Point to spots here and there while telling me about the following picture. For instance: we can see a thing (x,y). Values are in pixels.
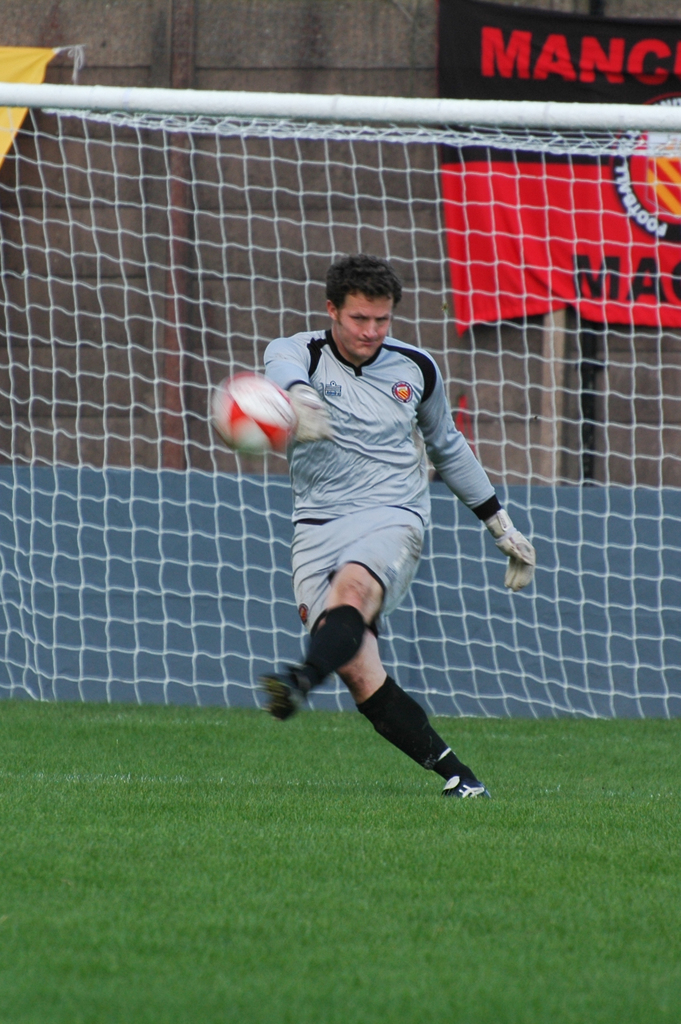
In the center of the image (355,549) we can see a man (381,534) playing a game and there is a ball (248,405). In the background (125,386) we can see a net (85,228), wall (384,65) and flags (454,229). At the bottom (294,913) there is grass (360,931).
